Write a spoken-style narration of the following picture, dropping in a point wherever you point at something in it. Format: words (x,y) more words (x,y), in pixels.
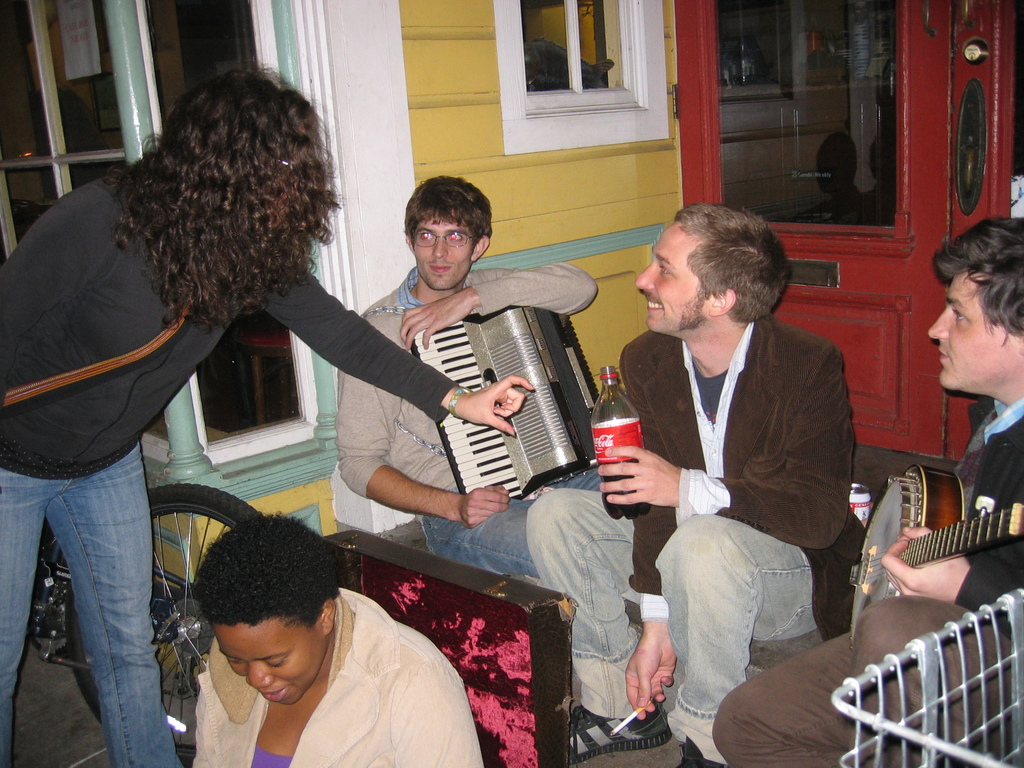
In this picture we can see a group of people (590,564) are sitting and a person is standing and the two people (596,480) are holding some music instruments (586,453) and a person (611,470) is holding a bottle (608,441). Behind the people (666,653) there is a wall (172,524) with windows (86,102).
